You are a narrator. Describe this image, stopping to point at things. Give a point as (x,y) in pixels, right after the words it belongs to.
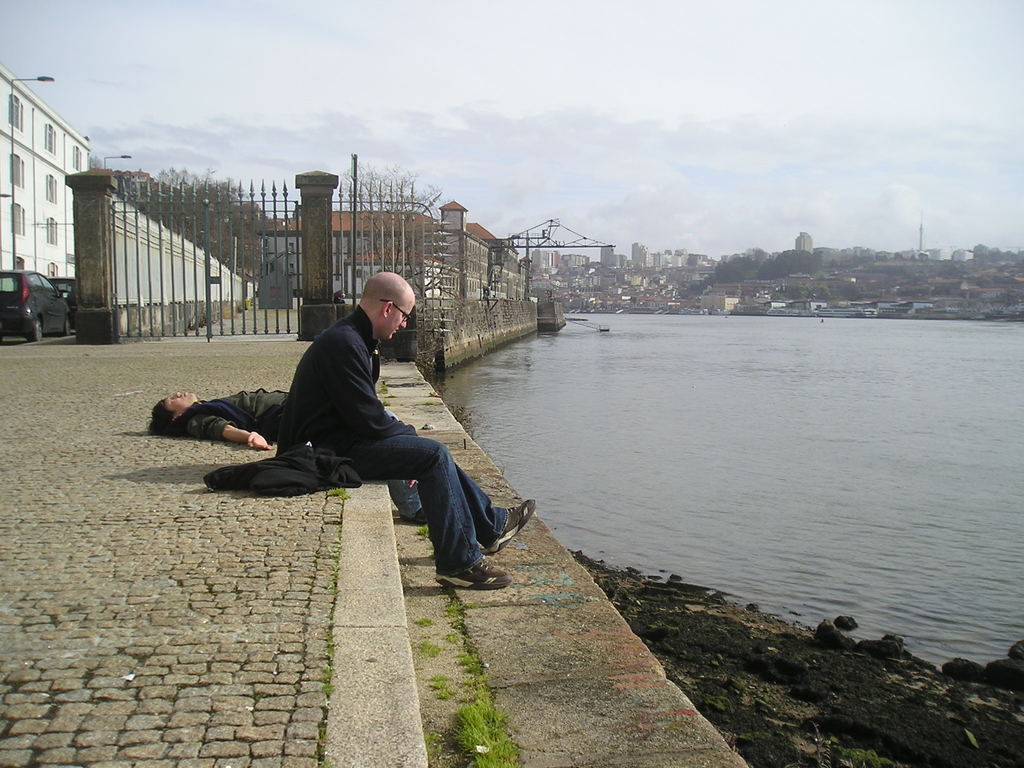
In the picture we can see a path (146,490), besides the path (556,609) we can see a rock surface (838,729) and near to it we can see water (563,534) and on the path (392,376) we can see a man (376,392) sitting and one person (250,440) is lying and in the background (455,248) we can see building (33,218), near to it we can see a car (16,330) and behind it we can see a sky (841,172).
